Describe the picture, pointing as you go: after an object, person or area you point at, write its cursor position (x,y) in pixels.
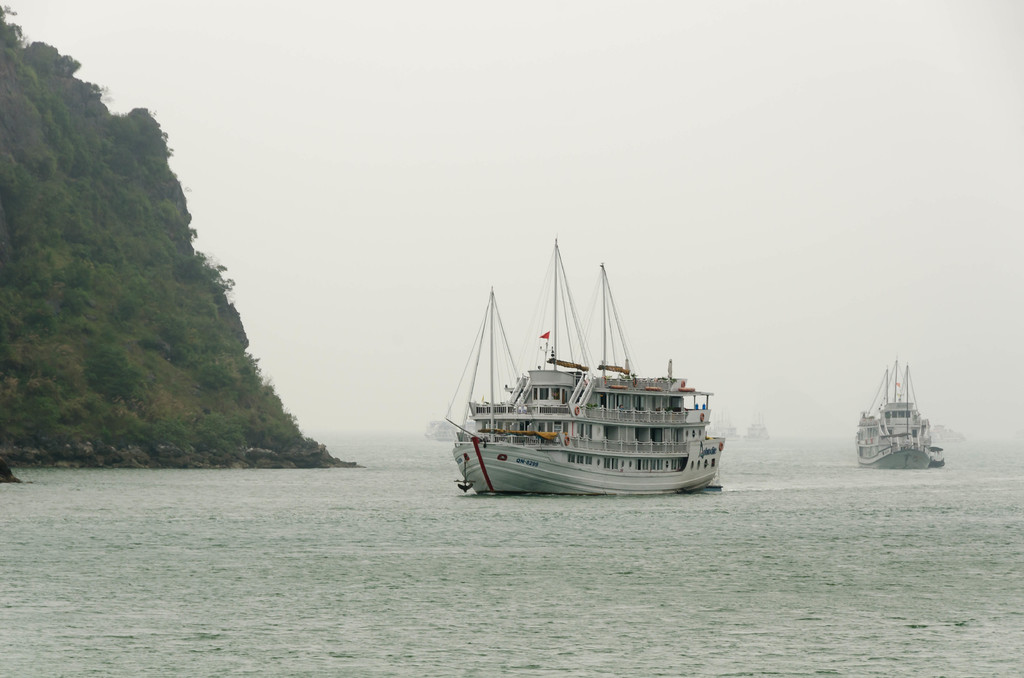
In this picture I can observe ships (608,420) floating on the water (323,483). On the left side (164,238) I can observe hill (80,204). In the background (433,163) there is sky (563,133).
